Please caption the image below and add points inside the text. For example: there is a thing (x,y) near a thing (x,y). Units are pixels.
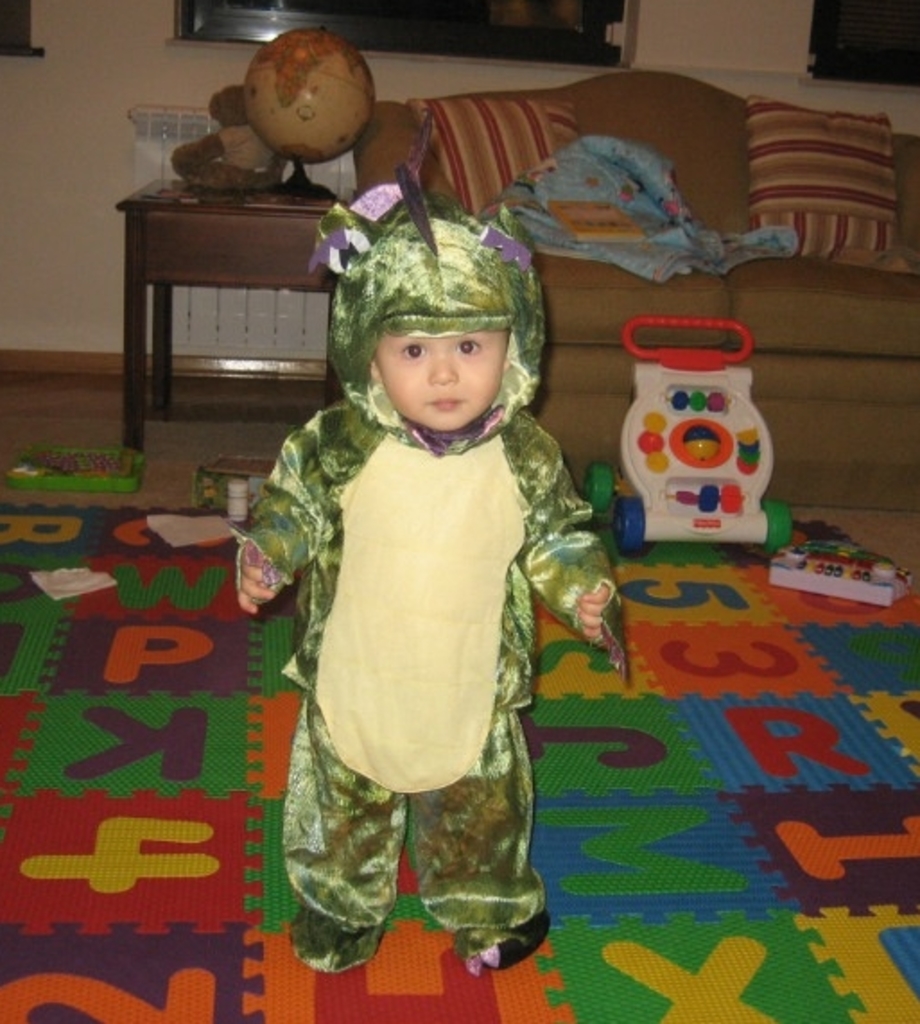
This picture shows a boy (470,247) standing and we see few toys (738,527) and a couch (899,423) and a globe (356,93) on the table (215,195).
